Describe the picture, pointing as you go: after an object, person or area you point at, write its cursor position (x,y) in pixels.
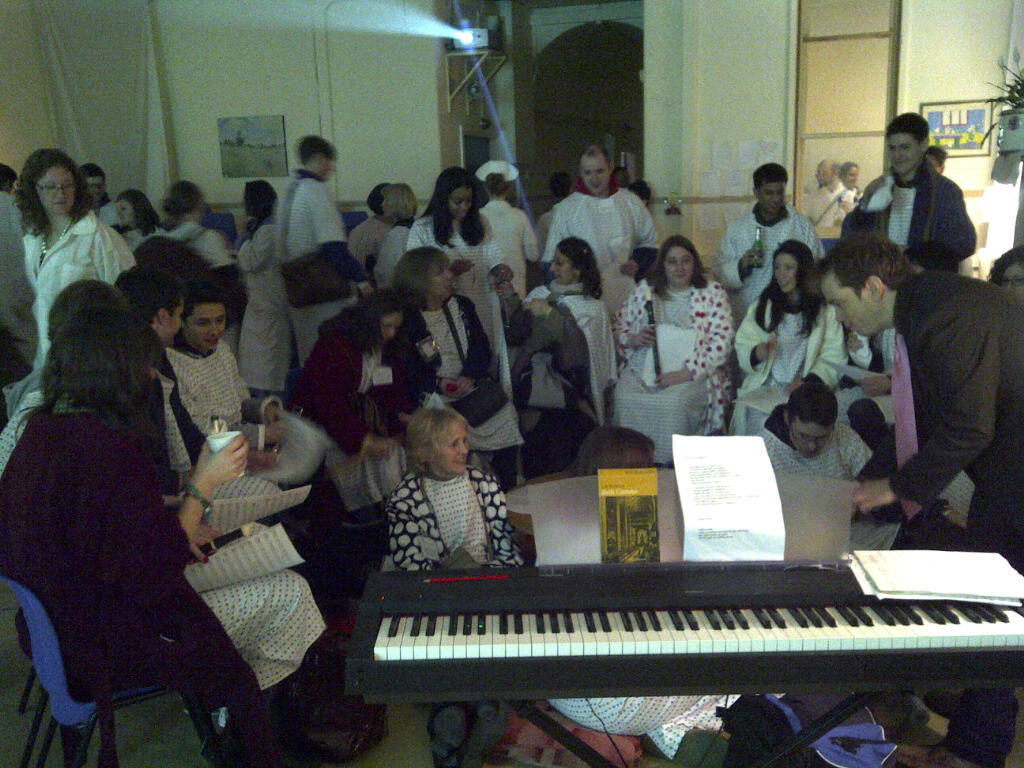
Most of the persons (66,231) are standing and few persons (103,532) are sitting. Front there is a piano keyboard (691,681). On this piano keyboard (714,597) there are papers (776,538). A picture (223,142) on wall (230,110). This is a projector (471,36).
